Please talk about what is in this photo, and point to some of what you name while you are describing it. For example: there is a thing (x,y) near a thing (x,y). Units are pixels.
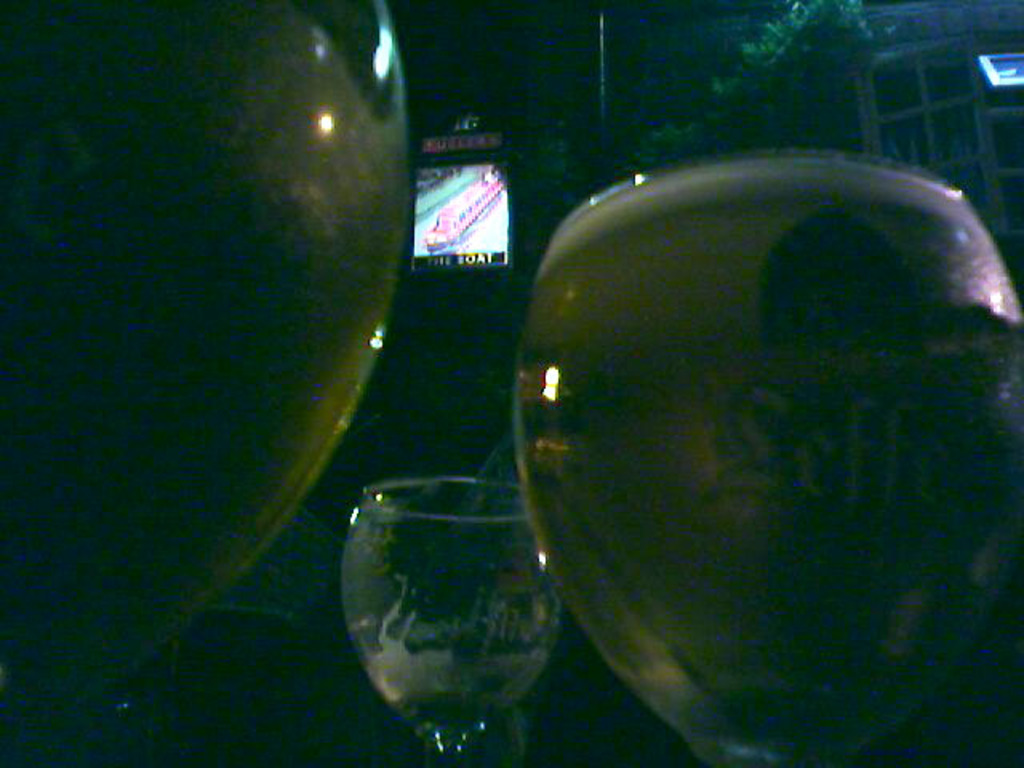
This image is taken during night time. In this image we can see the glasses (272,365). We can also see the sign (468,265) in the background (450,204). On the right (941,114) we can see the window (920,85).
